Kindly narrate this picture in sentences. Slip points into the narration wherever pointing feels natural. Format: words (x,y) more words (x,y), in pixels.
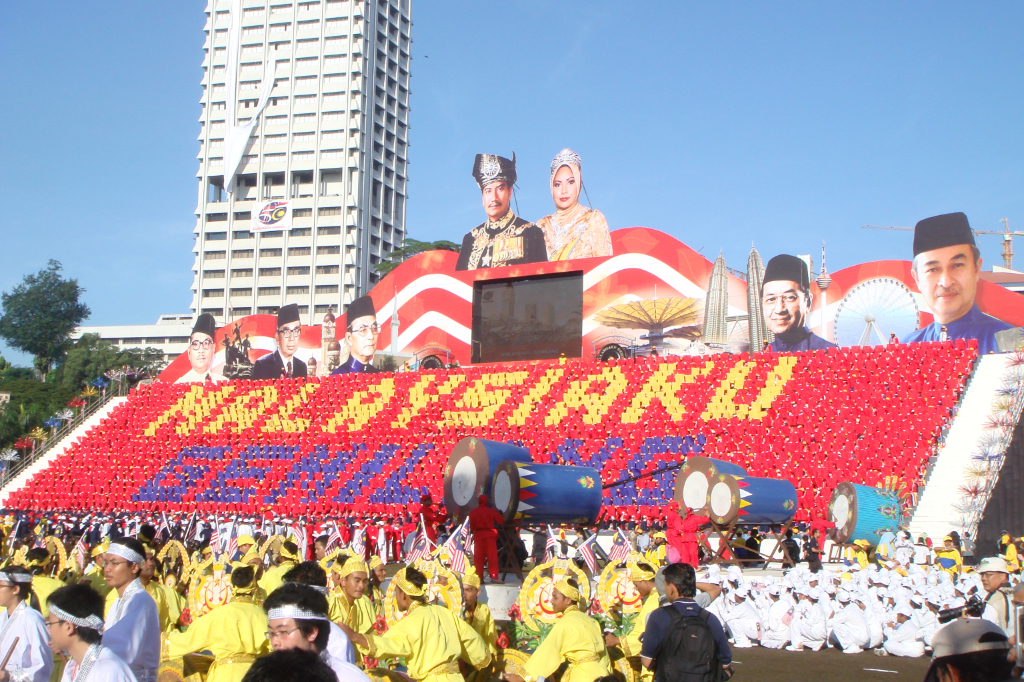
In this picture we can see a group of people (79,634) on the ground (842,673), flags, posters (622,248), building (315,24), trees (62,353) and some objects (444,486) and in the background (555,56) we can see the sky (84,82).
